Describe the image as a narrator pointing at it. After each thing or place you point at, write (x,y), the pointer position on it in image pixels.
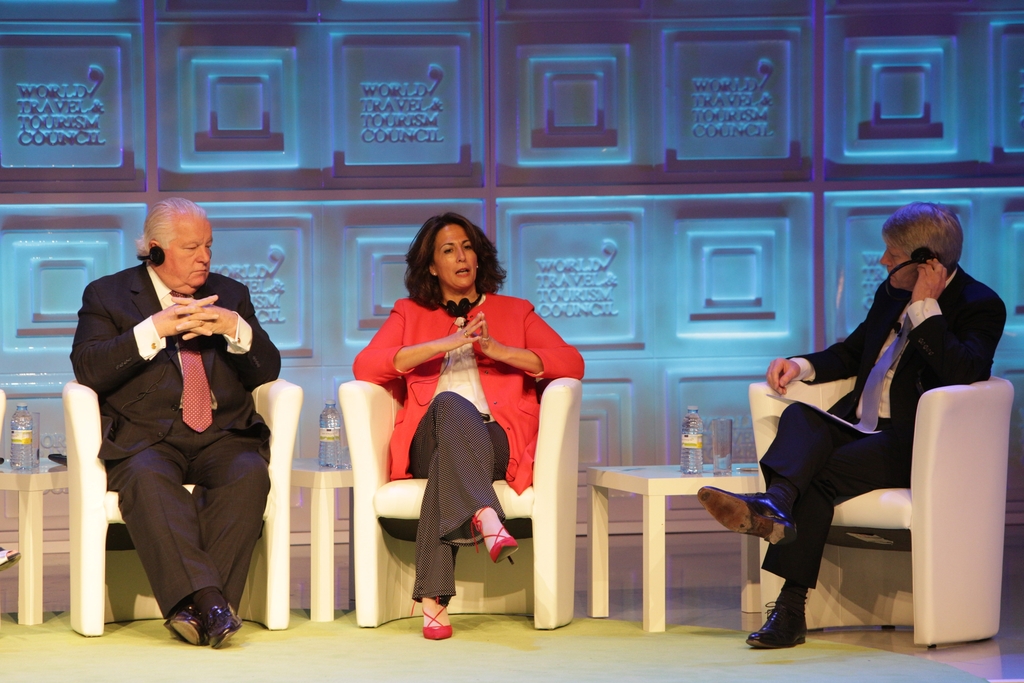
In this image we can see three people (194,253) are sitting on the chair (764,545). A lady (487,466) is talking something and other two persons (166,438) are listening to her. A table (710,483) on which a bottle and glass (727,428) are there.
